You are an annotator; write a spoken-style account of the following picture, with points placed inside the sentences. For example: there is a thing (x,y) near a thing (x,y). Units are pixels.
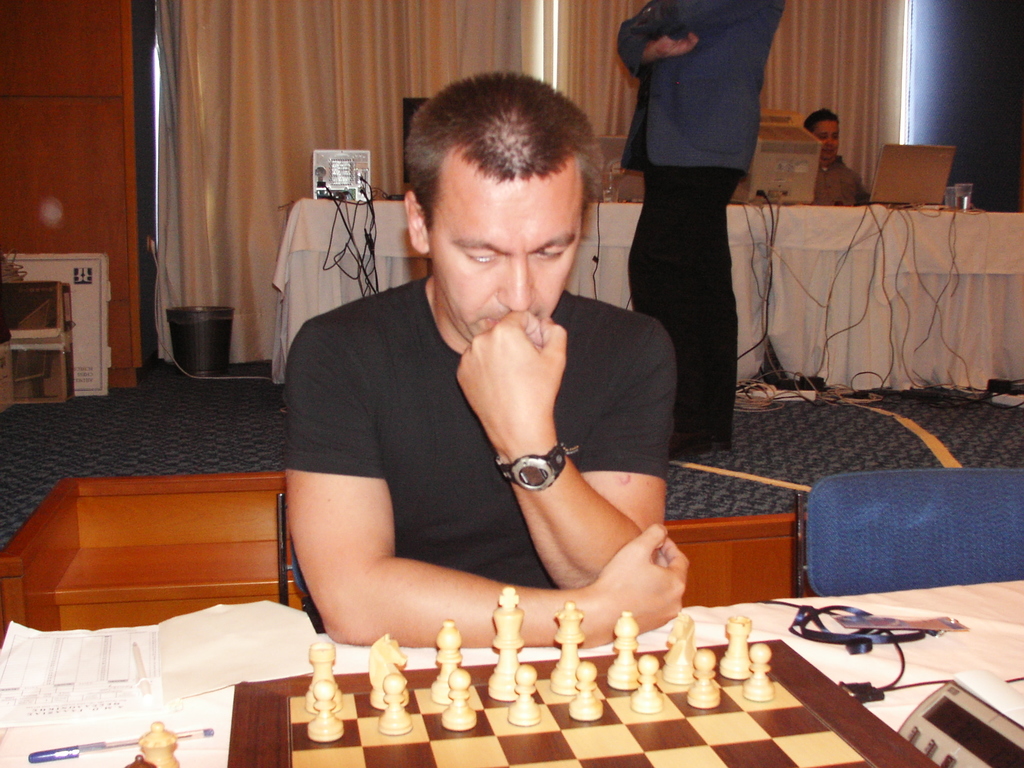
In this image a man (464,425) is sitting on a chair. In front of him there is a chess board (691,732). He is wearing black t-shirt (461,446). In the background (796,160) there is table (910,216) on it there are laptop (921,172), desktop (780,158). A person (690,163) is standing behind the man (554,286). In the background (445,14) there are curtains (336,17).
